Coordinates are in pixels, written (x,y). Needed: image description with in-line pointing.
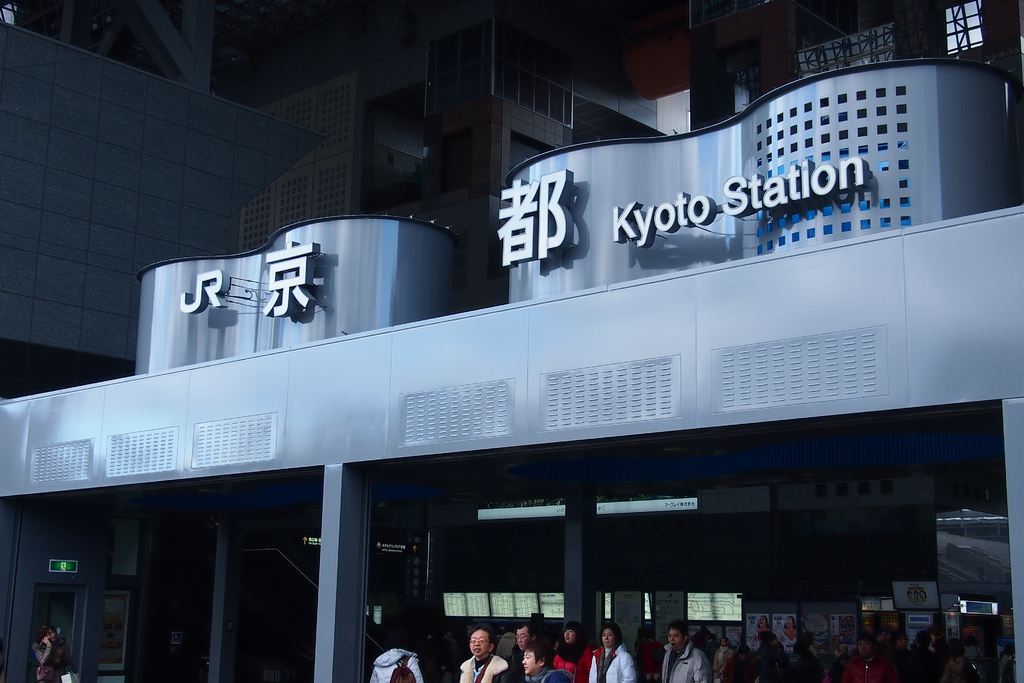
There are persons (507,637) standing on the floor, near pillars (223,574) of a building (250,543). There are hoardings (224,283) on the wall (930,139) of a building (571,32).
